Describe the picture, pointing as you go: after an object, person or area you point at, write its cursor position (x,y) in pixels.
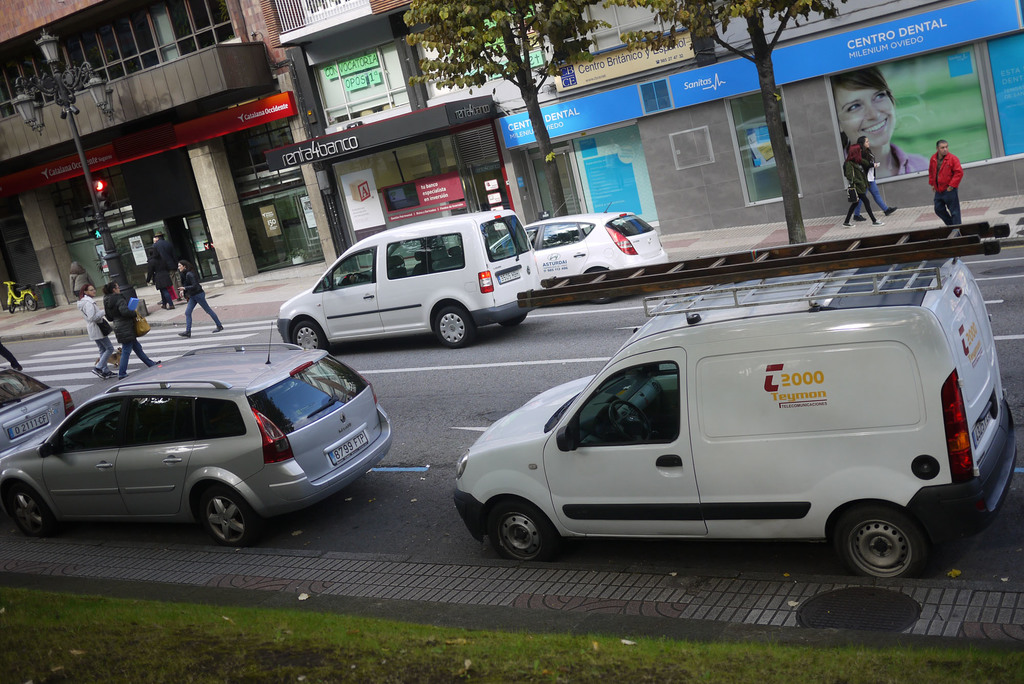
These are the cars (537,508) on the road (418,511). I can see few people (87,313) walking. These are the buildings (303,115) with name boards (307,151) and glass doors (379,166). This looks like a street light (83,160). These are the trees (674,36). Here is the grass (342,661).
